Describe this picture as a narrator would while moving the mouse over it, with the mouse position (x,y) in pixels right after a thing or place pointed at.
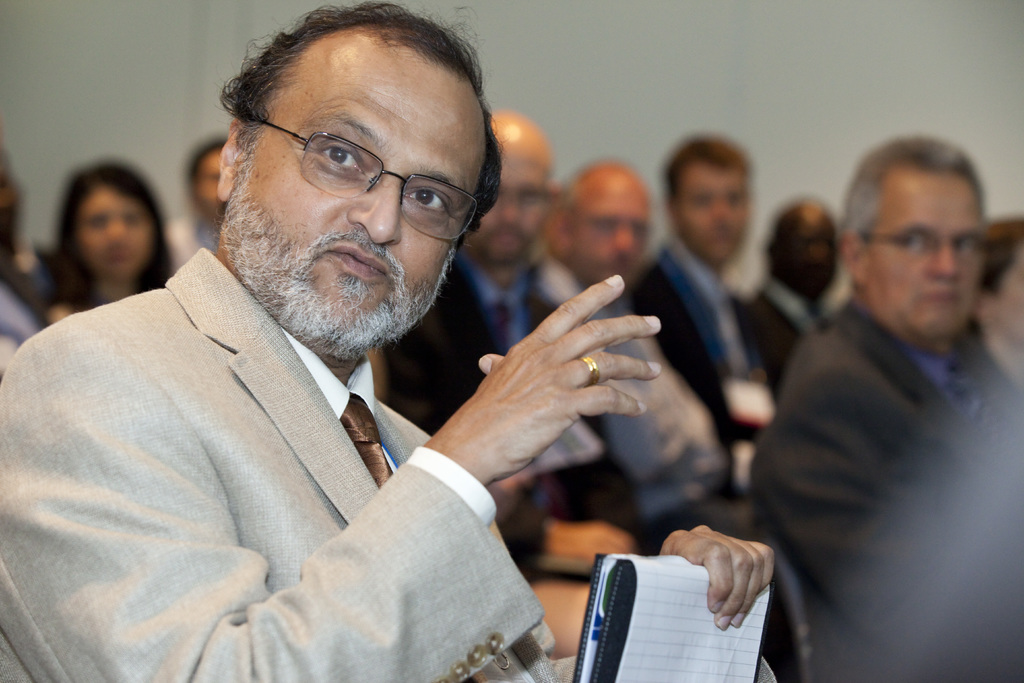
This picture describes about group of people (403,412), on the left side of the image (251,345) we can see a man (343,268), he wore spectacles (371,165) and he is holding a book (647,582).
